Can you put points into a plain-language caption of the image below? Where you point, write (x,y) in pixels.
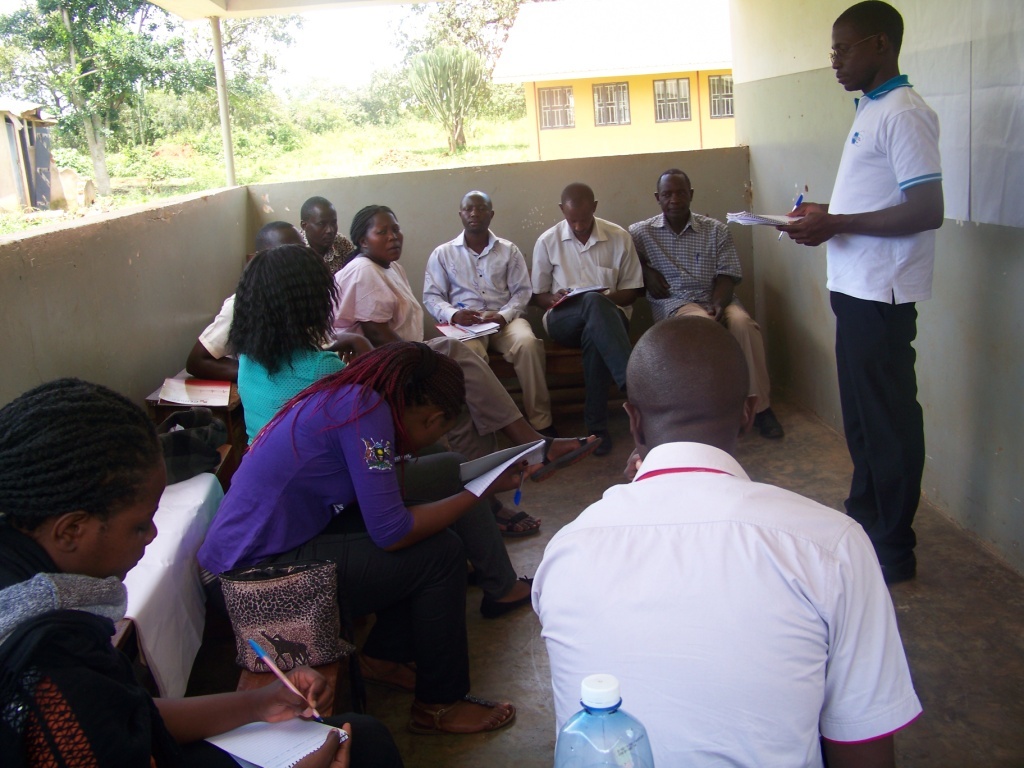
There is group of persons (390,430) sitting on the chairs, around a person (898,123) who is in white color t-shirt (890,106), holding a pen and papers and standing on the floor (922,558), near a wall (974,348), on which, there are posters (989,95) pasted. In the background (703,7), there is a building (636,102), which is having glass windows (597,113), there are plants (239,152), trees (157,77) and there is sky (360,30).
